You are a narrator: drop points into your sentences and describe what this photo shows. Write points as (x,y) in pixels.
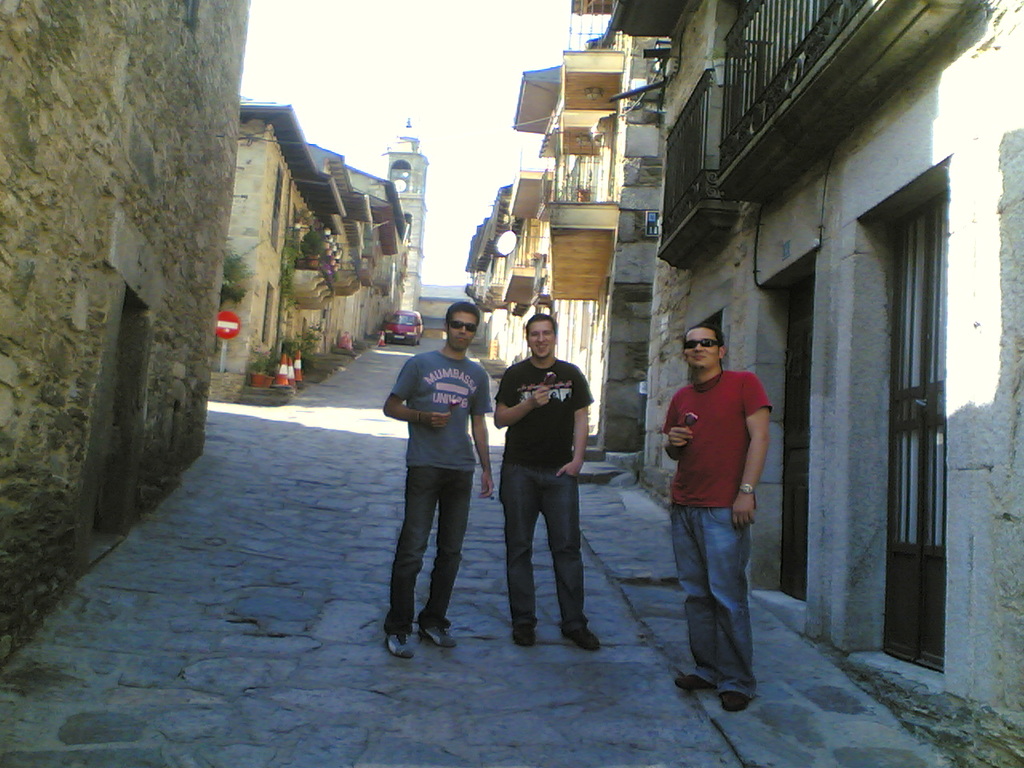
In this picture there is a man (551,465) who is wearing black t-shirt (551,465), jeans (548,480) and shoe (589,641). Beside him there is another man (452,399) who is wearing goggles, t-shirt (441,447), jeans (404,538) and shoe (443,644). He is holding a ice cream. On the right (731,400) there is another man (715,362) who is wearing goggles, red t-shirt (712,448), watch (742,494), jeans (716,621), shoes (745,706) and holding ice cream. He is standing near the doors (924,396). In the back (415,319) there is a red car (409,337) which is parked near to the wall (336,323). On the left (294,381) I can see some traffic cones (279,367) & boards (225,361) near to the plants (285,344) and buildings (262,299). At the top (387,32) there is a sky (434,35). In the background (415,179) I can see the tower (426,212) and buildings (658,293).
